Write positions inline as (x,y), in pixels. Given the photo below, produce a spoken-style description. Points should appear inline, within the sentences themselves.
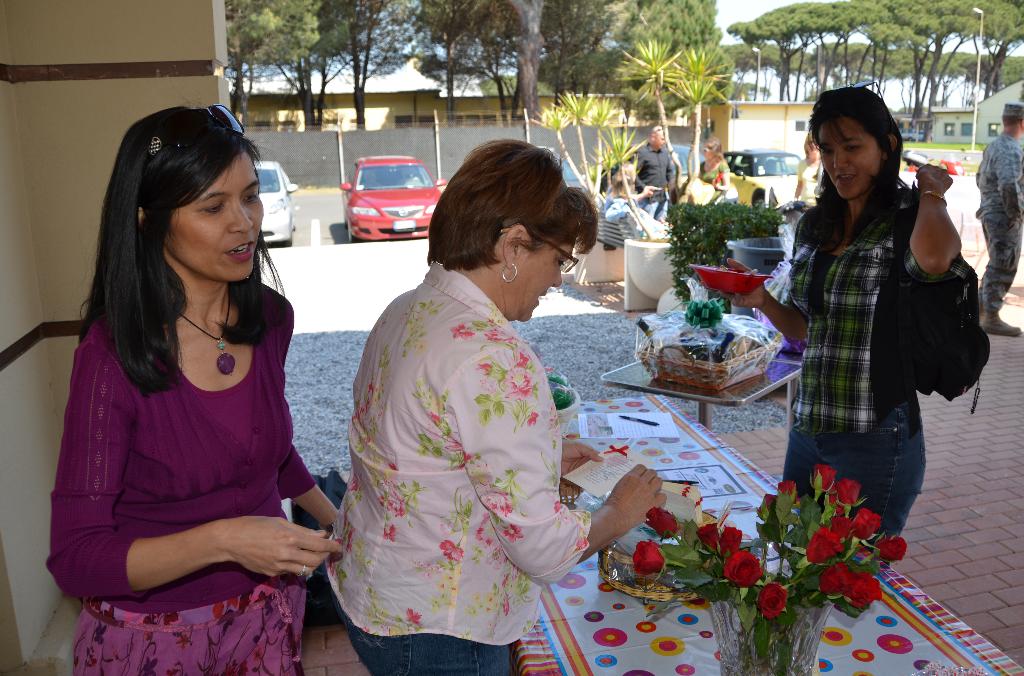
In this image we can see women (595,455) standing at the table (656,458). On the table (679,619) we can see flower vase (738,632), paper (637,431) and pen (646,422). In the background (743,333) we can see bouquet (675,338), cars (768,181), persons (640,188), trees (642,88), buildings (376,113), road (316,215), street light (978,9) and sky (743,15).
